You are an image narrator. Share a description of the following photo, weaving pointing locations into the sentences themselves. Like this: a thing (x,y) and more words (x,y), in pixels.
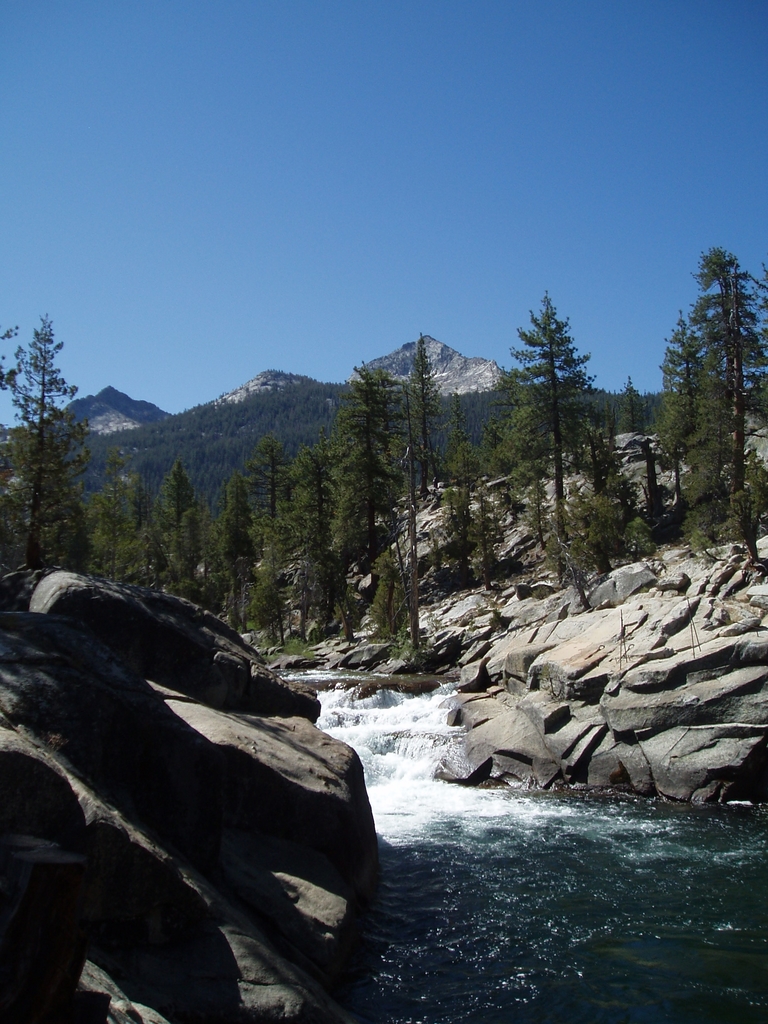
In the foreground of this picture (366,909), there is a river (394,850) flowing to which on either side there is rock (544,739) and in the background (196,506), there are trees (457,469), mountains (155,462) and the sky (498,298).
